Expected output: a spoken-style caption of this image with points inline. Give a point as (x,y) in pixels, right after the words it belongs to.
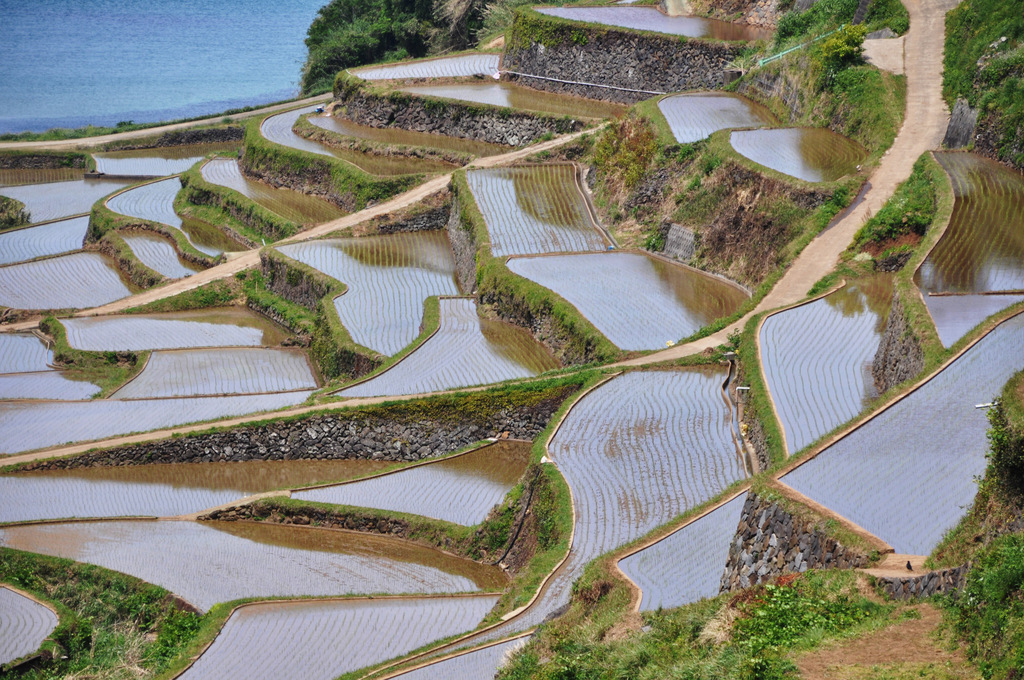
This image is clicked near the ocean (253,71). There are fields (326,550) and road (485,387) in between the fields (118,500). It looks a agricultural lands (571,488). At the bottom (761,642), there is green grass (697,621). And there is water (430,615) in the fields (258,334). To the top (431,38), there are trees (452,36).
